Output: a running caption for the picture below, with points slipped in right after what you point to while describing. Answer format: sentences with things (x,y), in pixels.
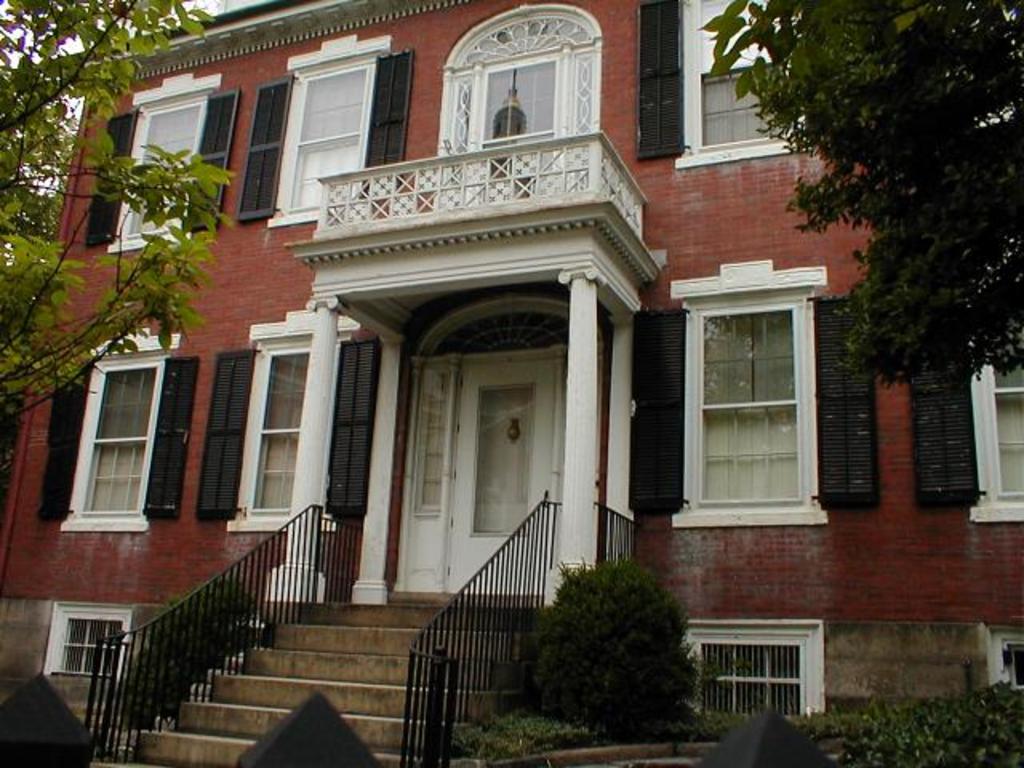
In the picture I can see a building (537,224) which has few glass windows (756,381) and a white borders (764,271) on it and there is a stair case (344,632) which has a black fence (490,605) on either sides of it and there is a tree (867,197) on either sides of it.
